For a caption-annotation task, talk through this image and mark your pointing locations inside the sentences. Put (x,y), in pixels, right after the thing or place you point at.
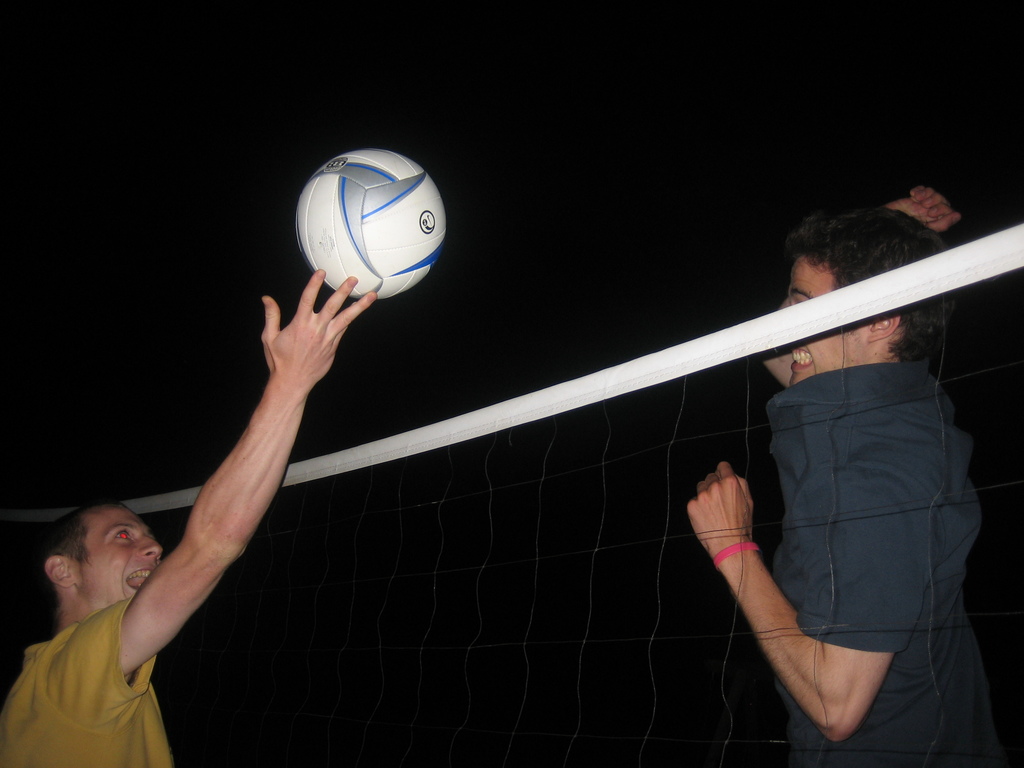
In the image there are two persons (73,698) playing volley ball, there is a net (943,345) in between them and the picture is captured in the night time.
